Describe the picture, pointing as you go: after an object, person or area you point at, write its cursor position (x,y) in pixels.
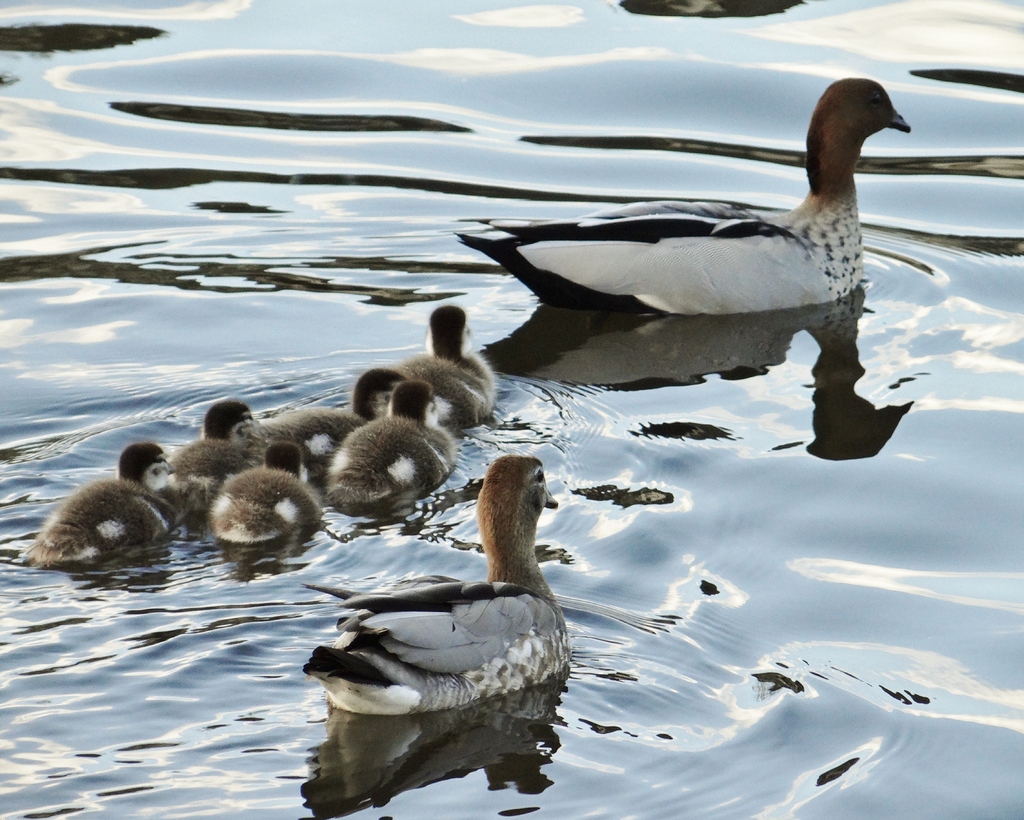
In this picture we can see ducks (415,646) on the water (638,497).
